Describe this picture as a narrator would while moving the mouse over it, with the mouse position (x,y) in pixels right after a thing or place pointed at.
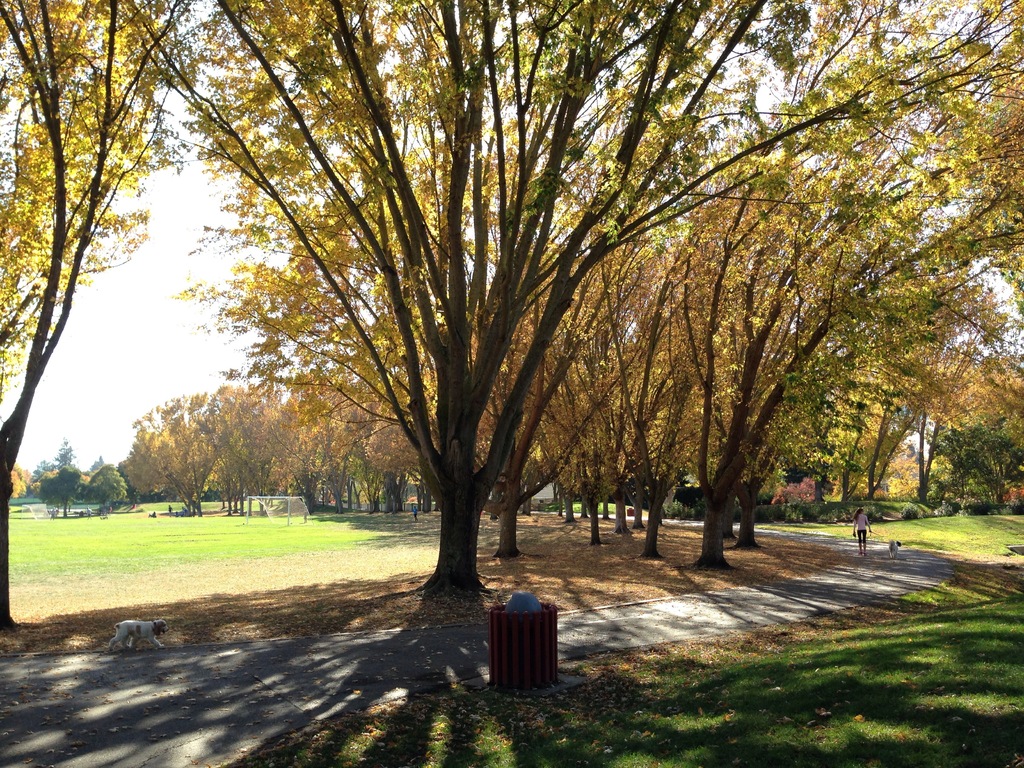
In this image we can see many trees (570,365). Image also consists of dogs (133,634) and also trash bin (534,641). There is a person (862,551) on the road (785,611). Sky (131,295) is also visible. At the bottom (819,711) there is grass (565,714).
